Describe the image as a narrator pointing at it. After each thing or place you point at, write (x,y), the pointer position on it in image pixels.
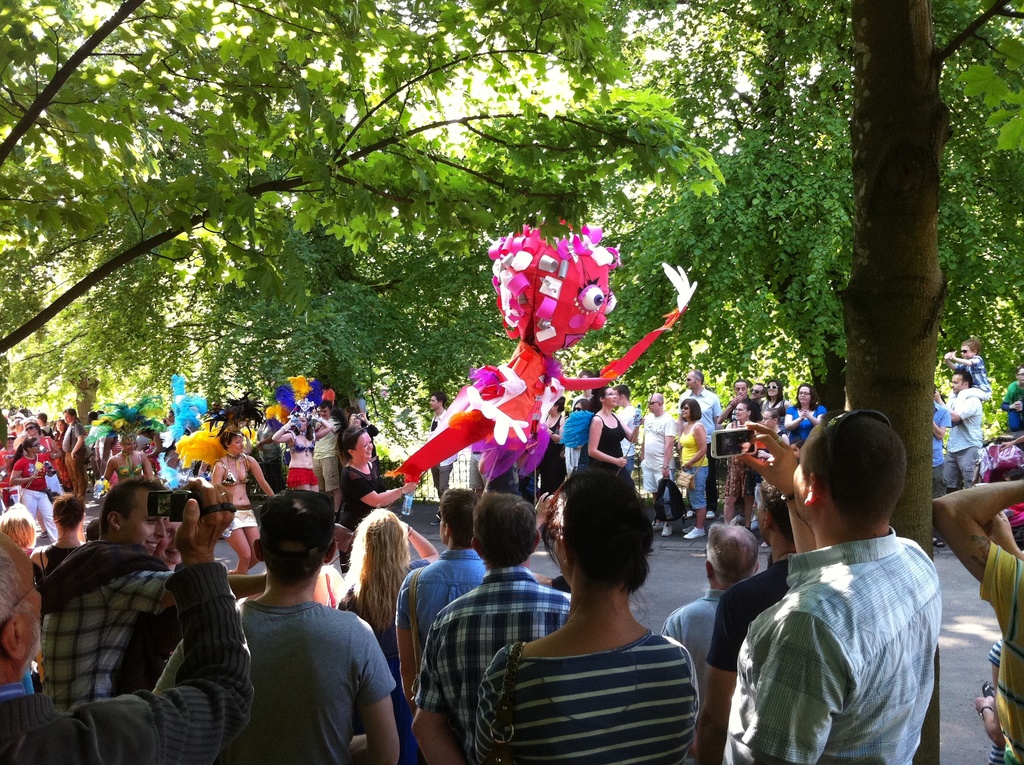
In this image I see number of people (777,614) in which these 2 men (805,488) are holding electronic devices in their hands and I see a thing (472,446) over here which is of white, pink and red in color and I see that few of them are wearing costumes (250,421) and I see number of trees (162,125) and I see the path (946,733).
